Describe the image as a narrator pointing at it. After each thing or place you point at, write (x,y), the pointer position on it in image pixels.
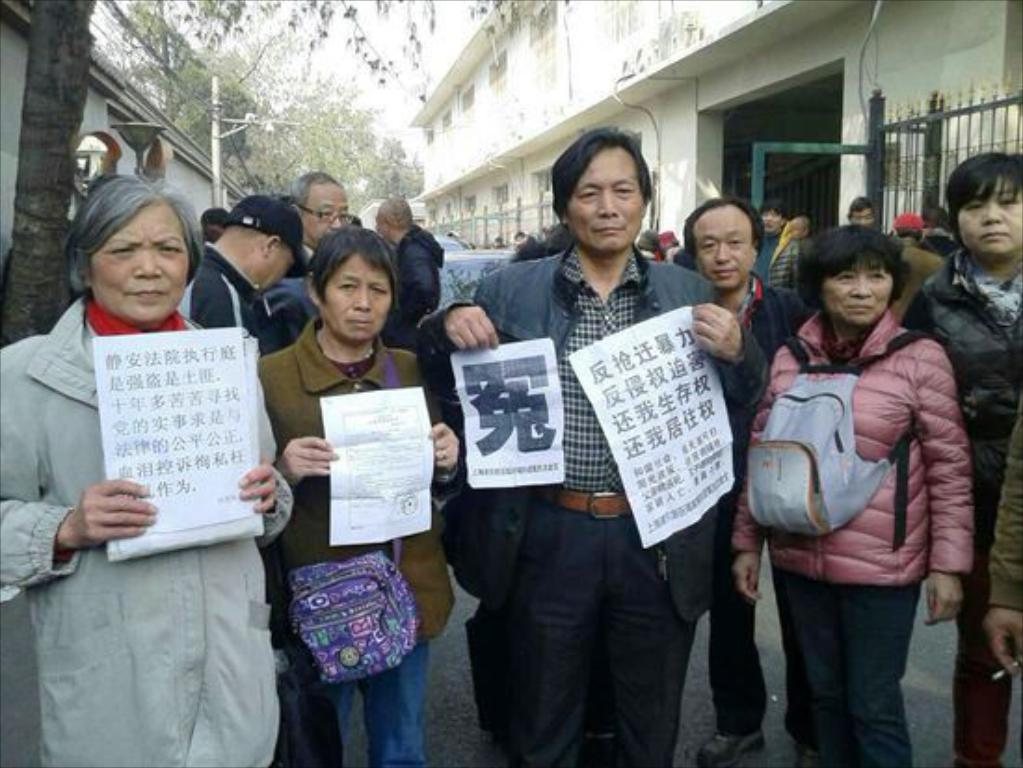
In this image there are people (483,336) standing. They are wearing bags (366,569). They are holding papers (198,430) in their hands (434,456). There is text (520,405) on the papers (376,441). On the either sides of the image there are buildings (582,67). In front of the building (844,162) there is a railing (494,227). In the background (311,138) there are trees (234,93). At the top (358,61) there is the sky (368,68).
